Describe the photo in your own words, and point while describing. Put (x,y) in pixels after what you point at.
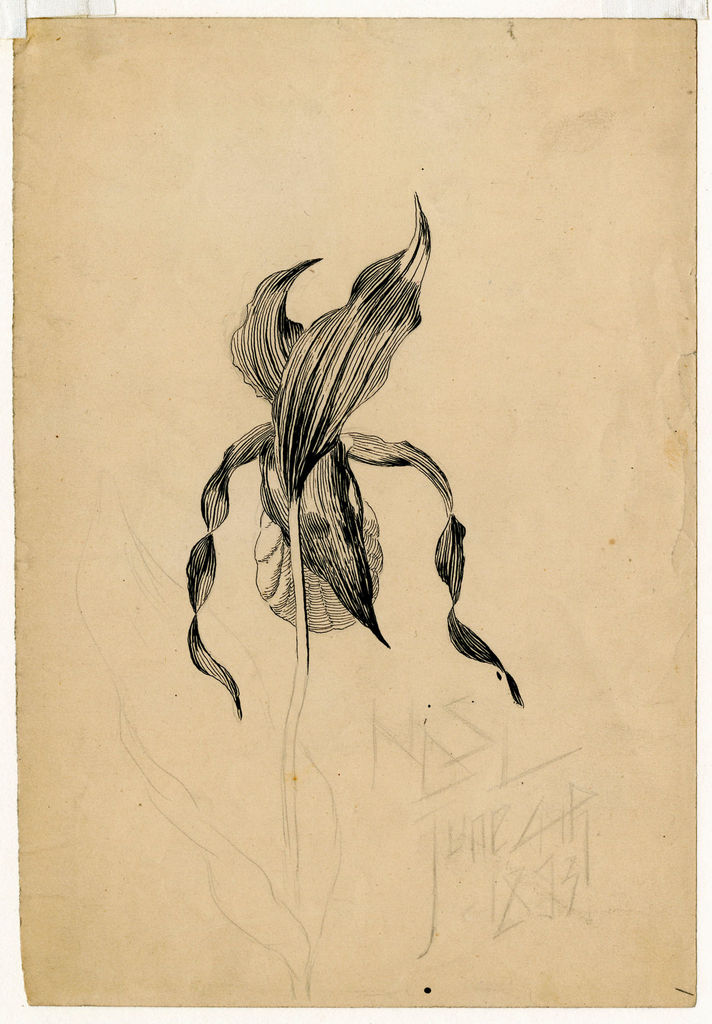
In the middle of this image (360,353), there is a painting (310,531) of a plant (247,319) having leaves (340,412). Beside this painting (358,333), there is a drawing (164,761).
